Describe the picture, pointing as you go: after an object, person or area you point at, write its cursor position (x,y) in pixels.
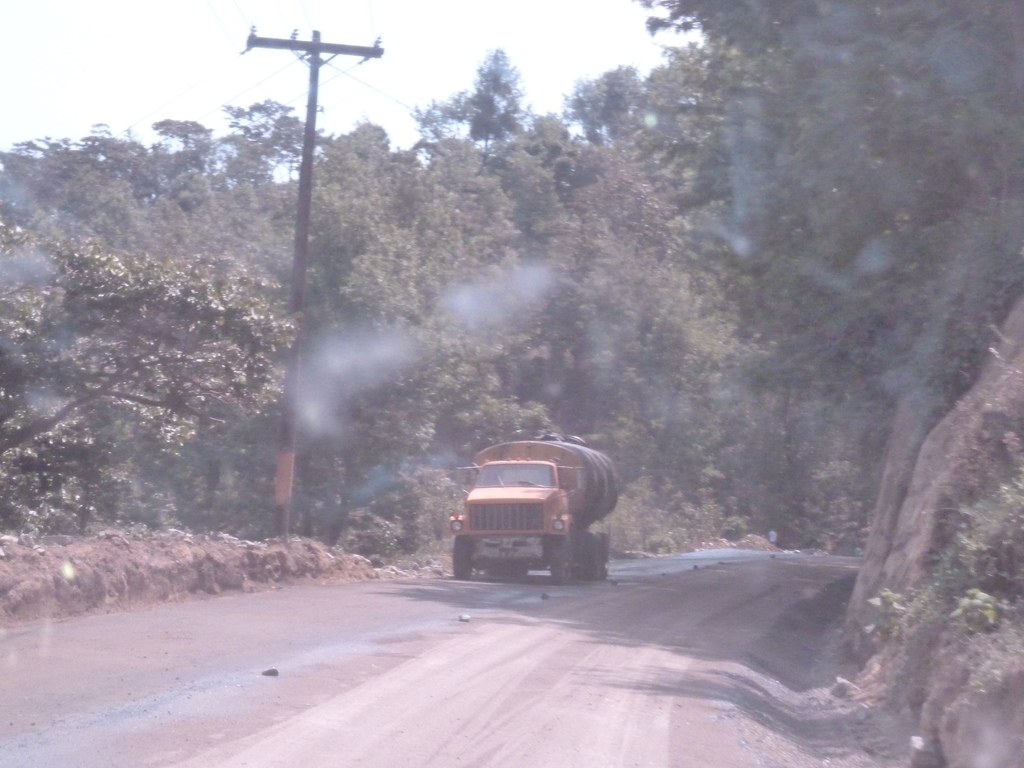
In the foreground (958,499) we can see plants (977,532), road (531,671) and soil (966,684). In the middle (358,351) there are trees (417,257), current pole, cables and a truck (599,513). At the top (574,36) there is sky (287,30).
